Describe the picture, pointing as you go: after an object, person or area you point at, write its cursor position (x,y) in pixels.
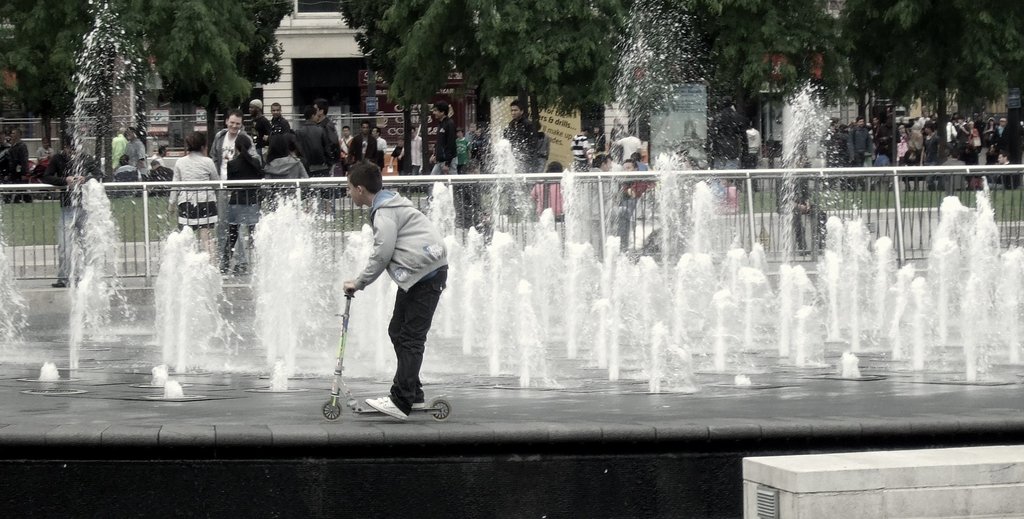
This image consists of a man (404,342) wearing a gray jacket (373,204) is riding a scooter (433,411). At the bottom (545,438), there is a floor (97,362). In the background (293,241), there is a water fountain (501,276). And there are many people (951,155) in this image. In the background (768,60), there are trees (729,73).
